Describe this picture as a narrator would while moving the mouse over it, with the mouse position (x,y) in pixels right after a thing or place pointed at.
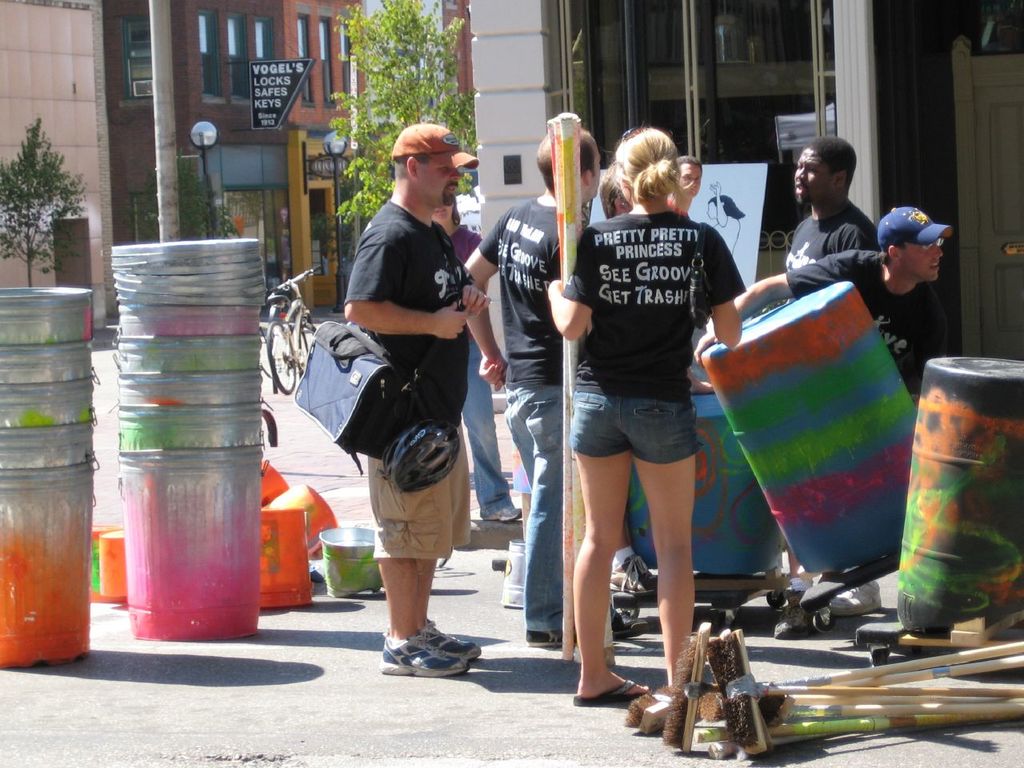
This picture is clicked outside. On the right (838,250) we can see the group of persons (640,263) wearing black t-shirts (601,303) and standing on the ground (423,703) and there is a person (896,323) holding an object (857,404) and we can see the sticks (895,722) and some other objects (29,436) are placed on the ground (299,612). In the background (535,32) we can see the buildings (480,24), trees (379,58), lights (343,136) attached to the poles (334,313) and a board (263,80) on which we can see the text (269,95) is printed.
